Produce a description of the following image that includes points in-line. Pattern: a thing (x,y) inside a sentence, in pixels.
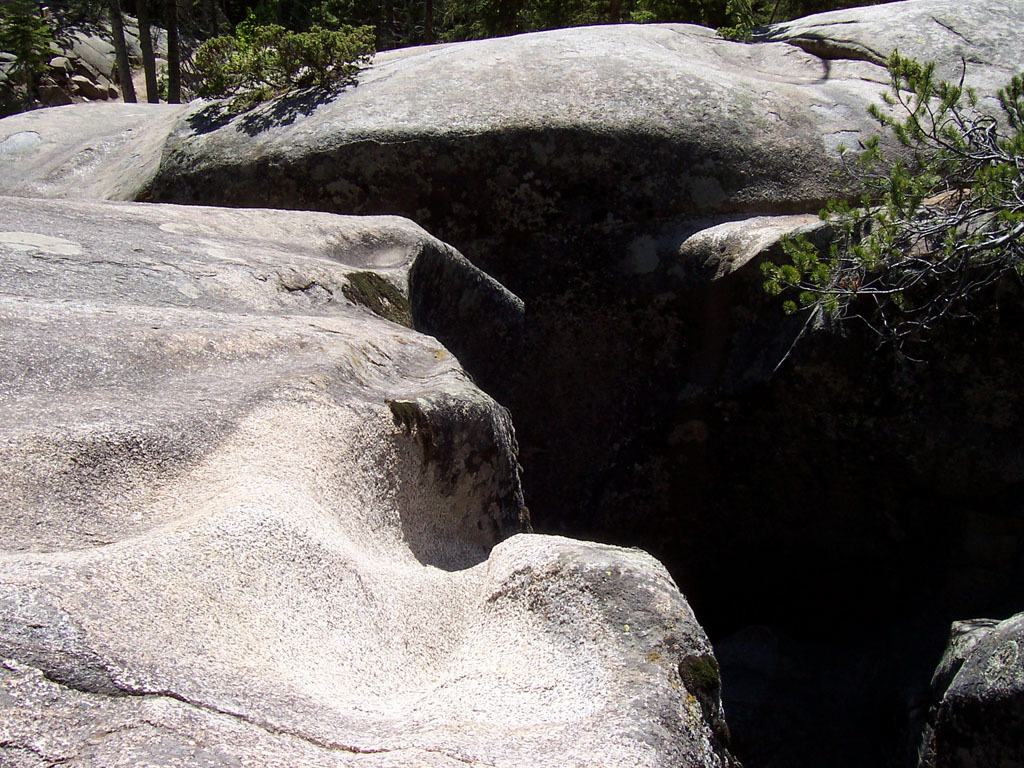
In this picture we can see a few rocks (708,187). There are some plants (933,115) visible on the right (892,301) and left side of the image (316,32). We can see a few plants (473,23) in the background (534,17).
